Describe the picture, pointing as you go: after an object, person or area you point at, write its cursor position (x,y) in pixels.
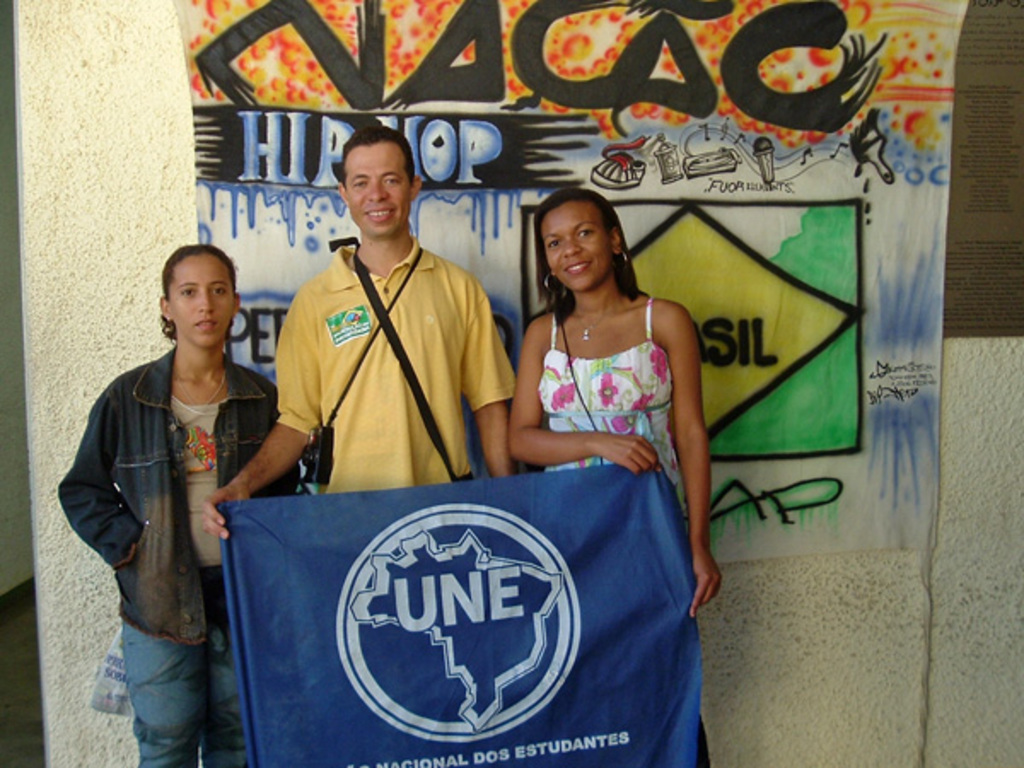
In this image there is a man (382,314) and two women (244,428) standing, there are holding an object (366,620), there is a camera (325,469), there is the flag (403,543), there is text (474,600) on the flag (539,584), at the background of the image (89,205) there is a wall (91,328), there is a board (984,148) on the wall (817,748), there is text (964,151) on the wall (945,487), there is a banner (929,22) behind the persons (584,200), there is text (703,73) on the banner (800,251).
